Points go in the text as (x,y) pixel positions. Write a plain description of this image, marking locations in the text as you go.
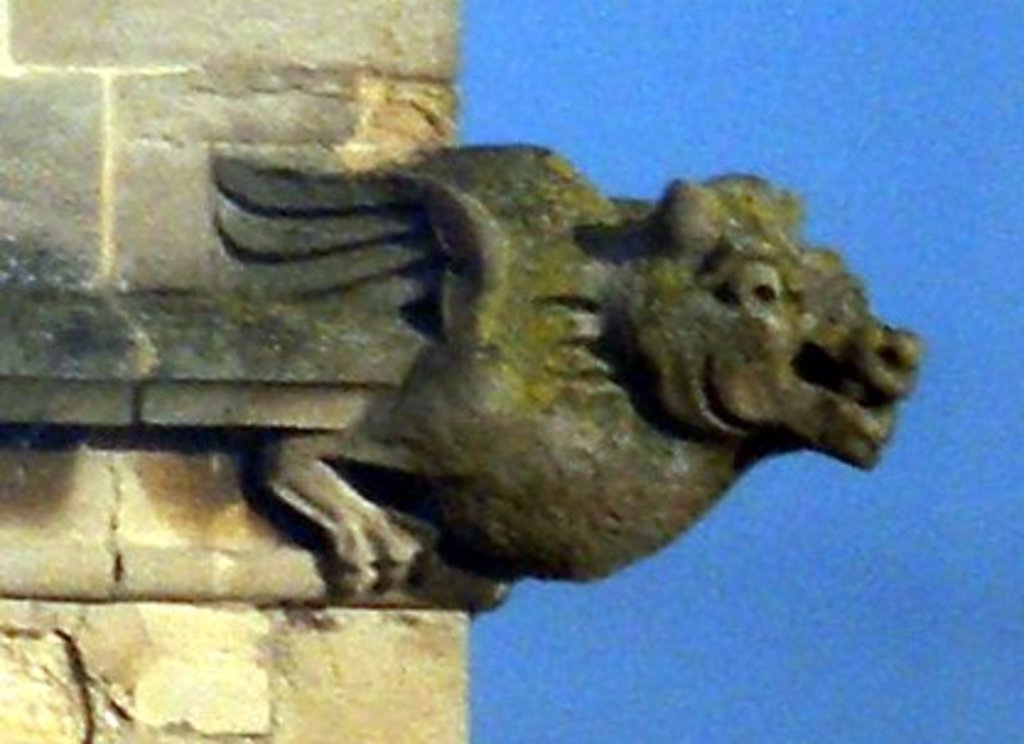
In this image I can see a pillar (136,547) which is cream and black in color and a sculpture (626,467) of a animal (689,376) attached to the pillar (178,558) and in the background (933,150) I can see the blue colored sky (823,124).
